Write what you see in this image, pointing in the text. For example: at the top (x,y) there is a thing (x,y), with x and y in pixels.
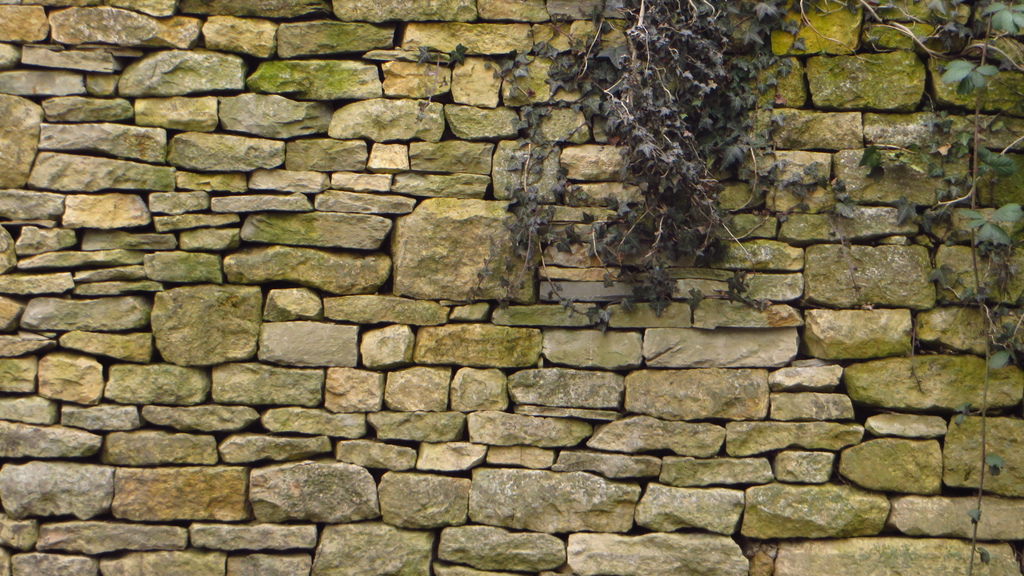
In this image we can see plants (669,232) on a stone wall (631,351).
